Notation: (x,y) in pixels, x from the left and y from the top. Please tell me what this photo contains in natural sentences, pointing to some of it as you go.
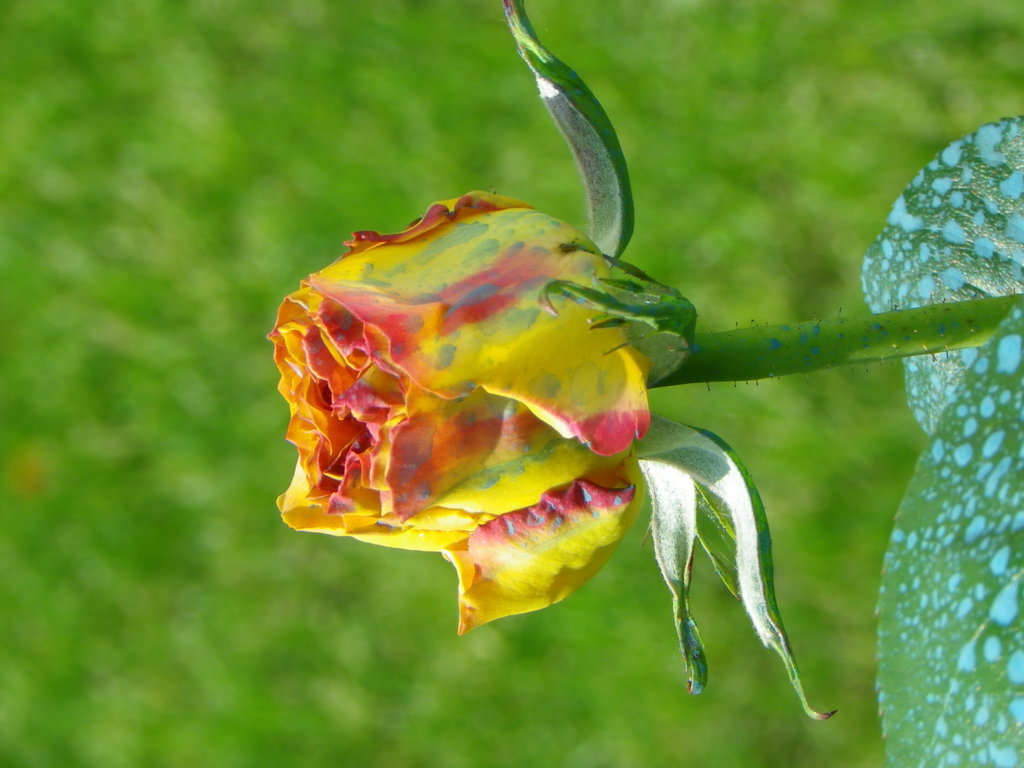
This image is taken outdoors. On the left side of the image (124,467) there is a ground (187,339) with grass (257,147) on it. On the right side of the image (914,250) there is a plant (939,352) with a flower (533,363).
